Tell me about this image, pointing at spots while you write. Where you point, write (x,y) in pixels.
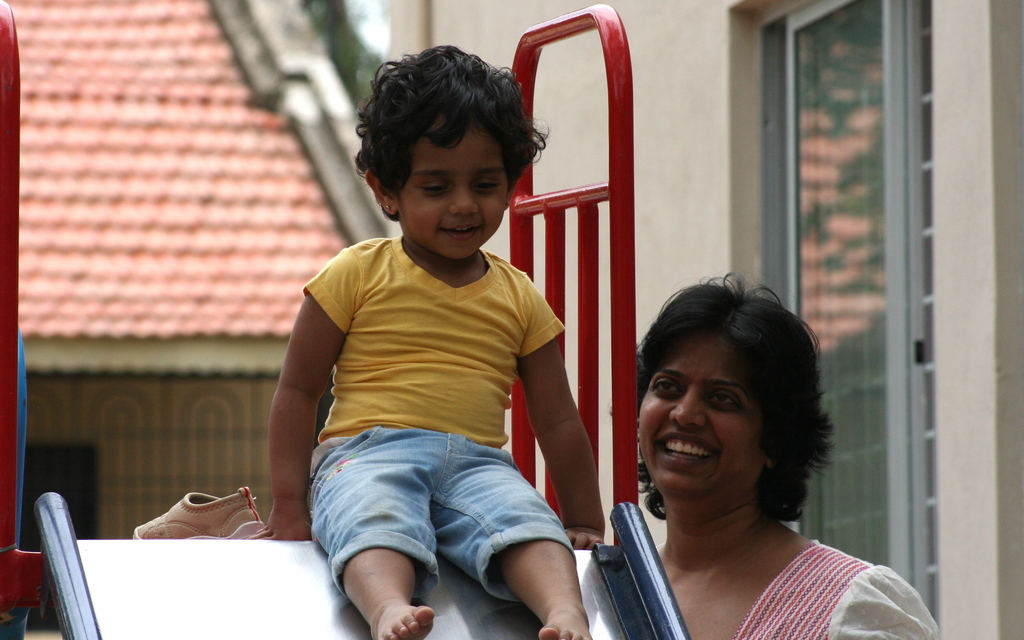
As we can see in the image there are buildings (881,219), red color roof (49,33) and two people (440,441) in the front (824,548).
